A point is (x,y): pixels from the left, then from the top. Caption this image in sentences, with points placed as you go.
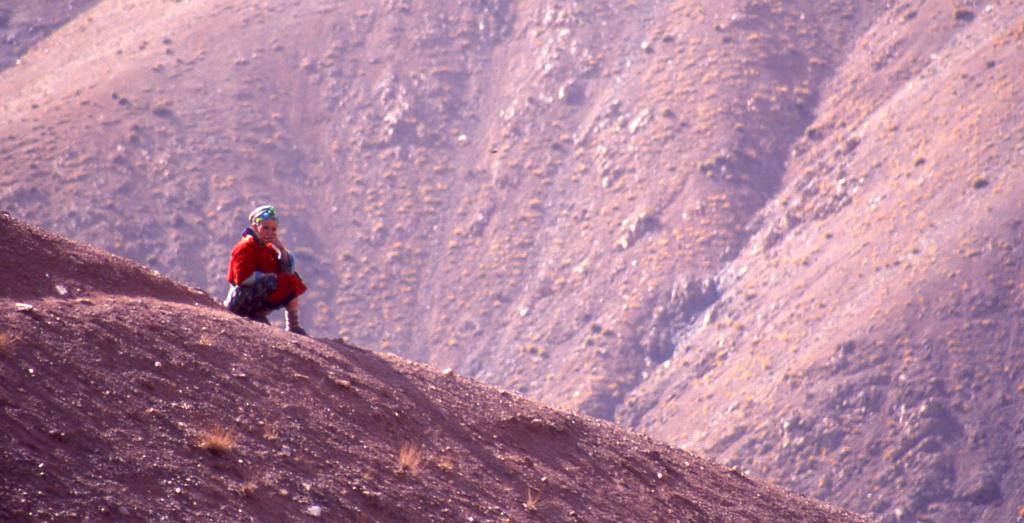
In this image we can see a lady (279,243) wearing a red color dress (242,267). In the background of the image (381,188) there are mountains (601,38). At the bottom of the image (242,492) there is surface (286,492) with dry grass (225,441).
